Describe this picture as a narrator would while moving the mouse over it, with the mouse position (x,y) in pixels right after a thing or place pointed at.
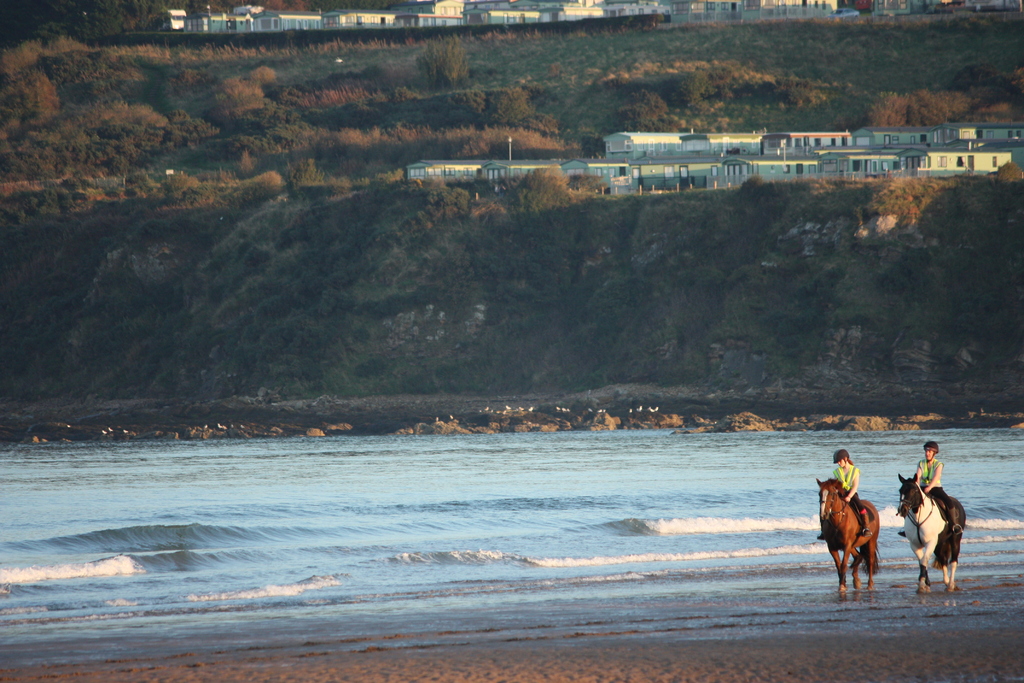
In the image there are two persons (927,469) riding horse (931,508) in front of the beach (464,656) and behind it there is hill (403,117) with many buildings (498,11) on it.
